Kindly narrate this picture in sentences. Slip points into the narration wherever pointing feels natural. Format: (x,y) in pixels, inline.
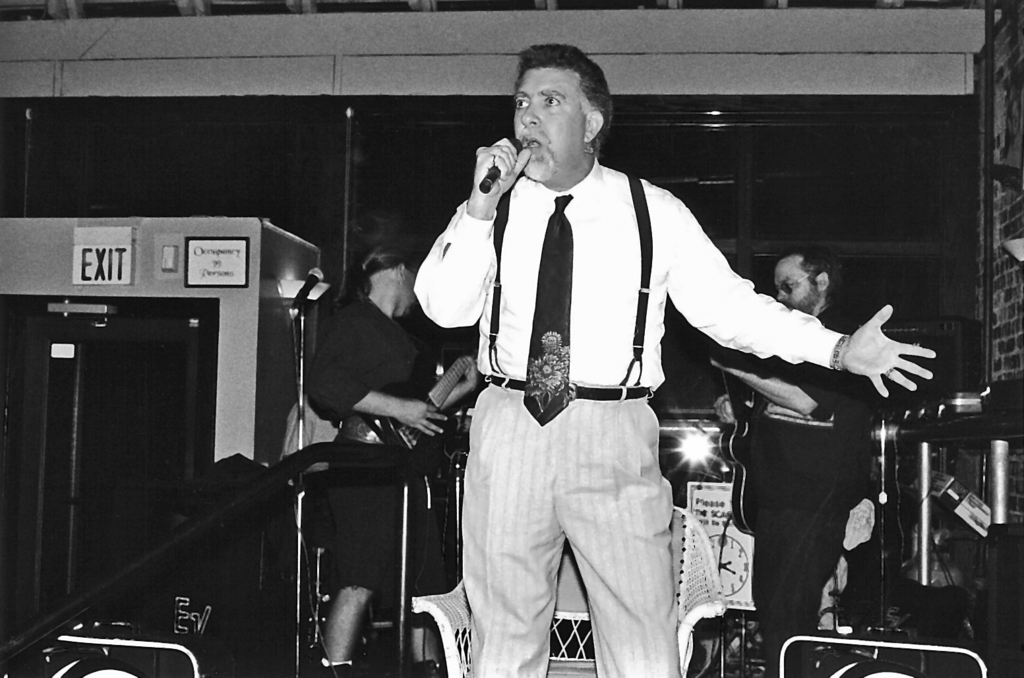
In this image we can see a person (548,252) holding a microphone (490,179). And there are other persons (389,307) playing musical instruments (354,439). We can see the exit board (119,253) attached to the wall (51,270) and there are stands (886,501), chair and a few objects (870,514).
